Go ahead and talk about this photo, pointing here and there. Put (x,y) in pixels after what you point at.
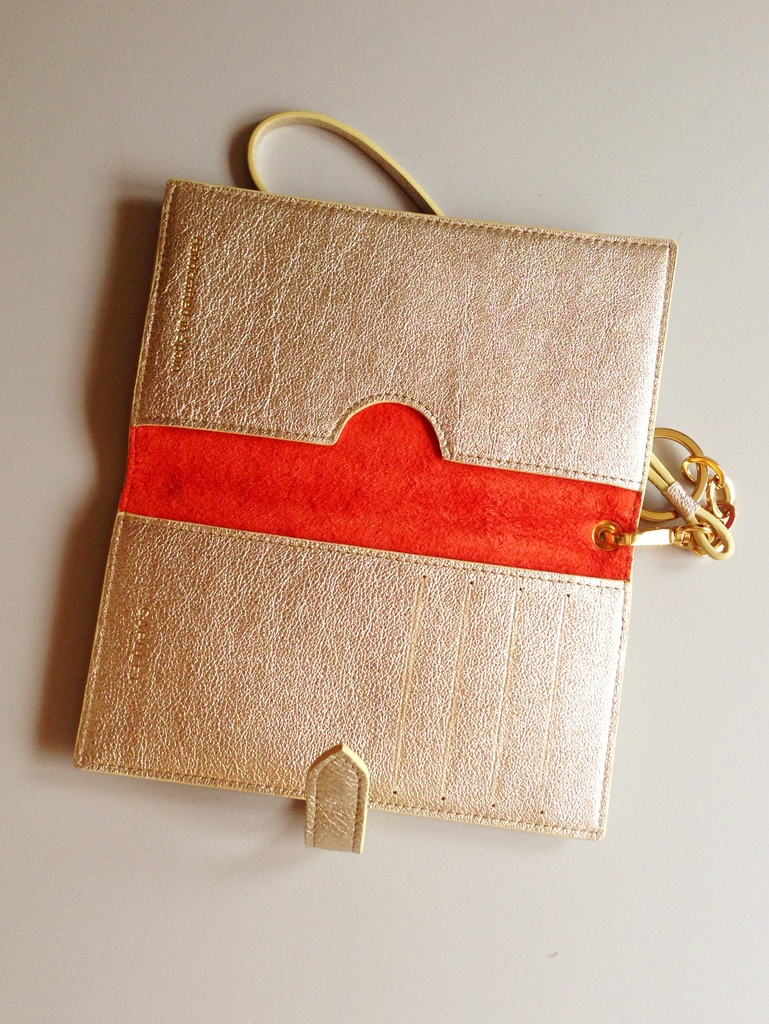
I can see in this image a bag (324,556) of silver and red color.
